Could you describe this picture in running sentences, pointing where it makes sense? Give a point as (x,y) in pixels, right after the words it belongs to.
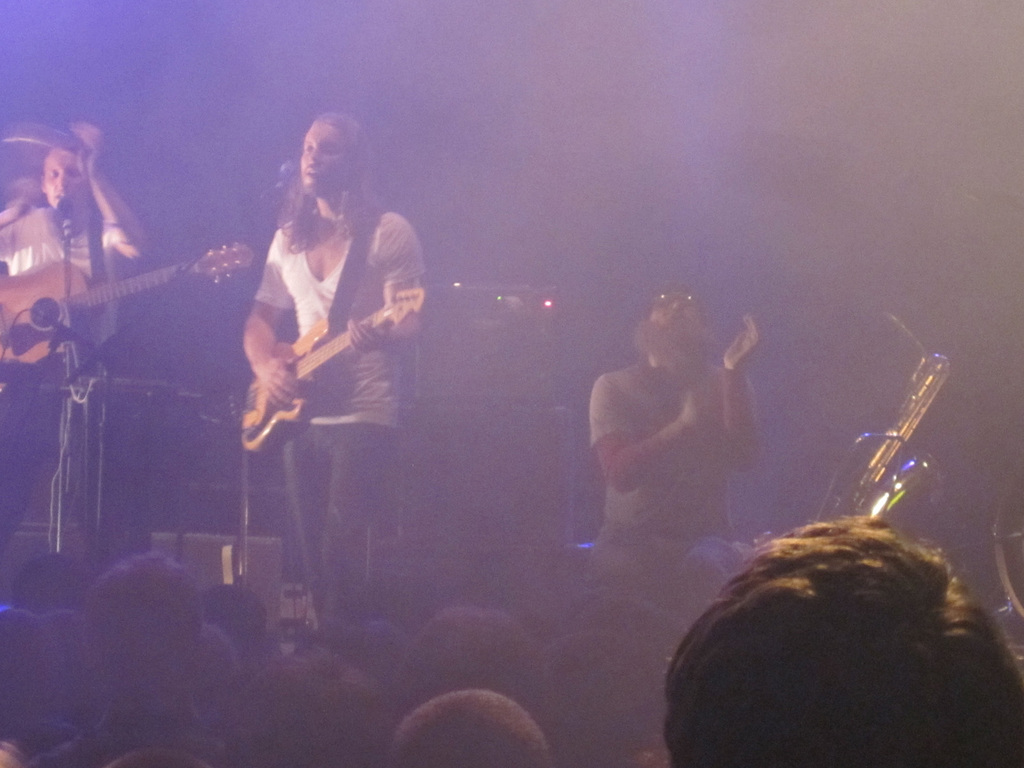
In this image I can see group of people (54,201) where two of them playing guitar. I can also see one person (86,234) is standing in front of a mic (71,208) and rest enjoying the music.
